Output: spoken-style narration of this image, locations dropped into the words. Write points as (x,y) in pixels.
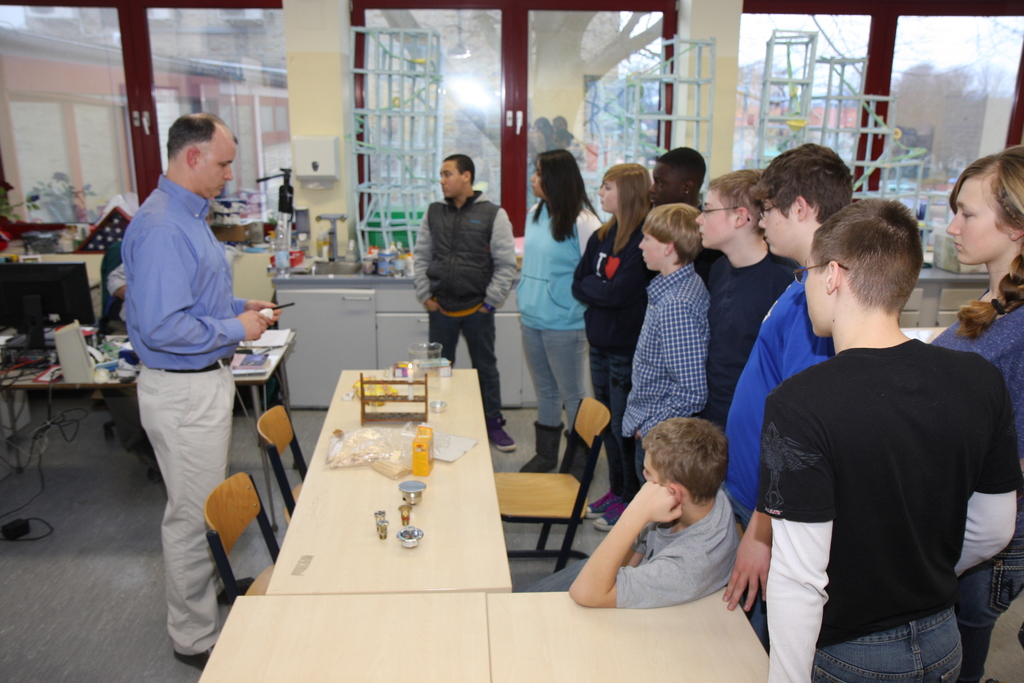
there is a table (363,555) in the center (351,428) on which glasses (434,365) and covers (369,436) are kept. there are people (490,272) are standing at the left (199,294) and right. at the back (488,104) there is a window (167,113).
